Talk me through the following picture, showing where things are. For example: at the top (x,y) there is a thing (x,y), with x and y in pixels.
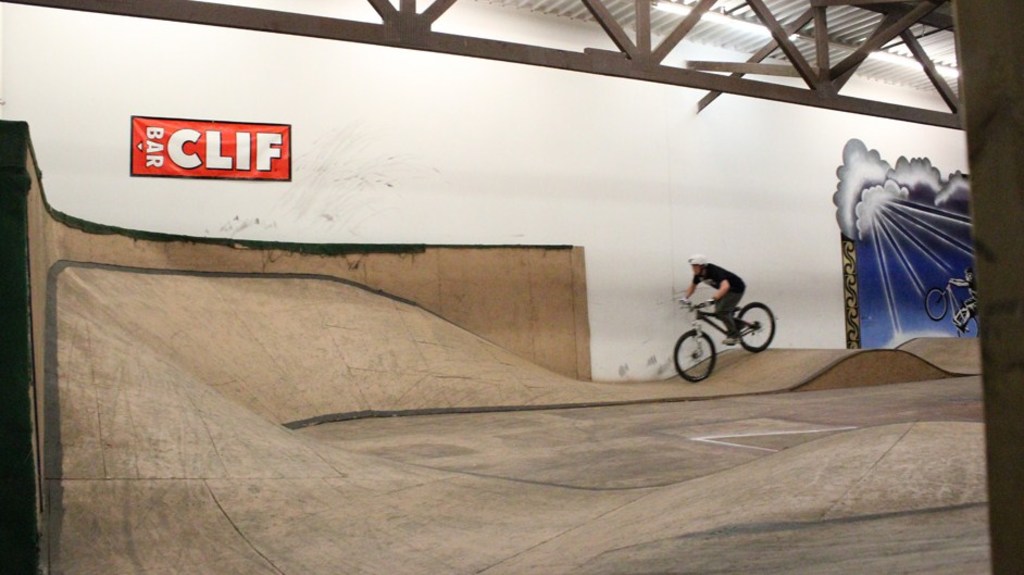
In this image we can see a person (737,293) riding bicycle (694,367) on the path (520,378), grills (768,48), electric lights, shed (619,51) and paintings (848,193) on the wall (602,202).
